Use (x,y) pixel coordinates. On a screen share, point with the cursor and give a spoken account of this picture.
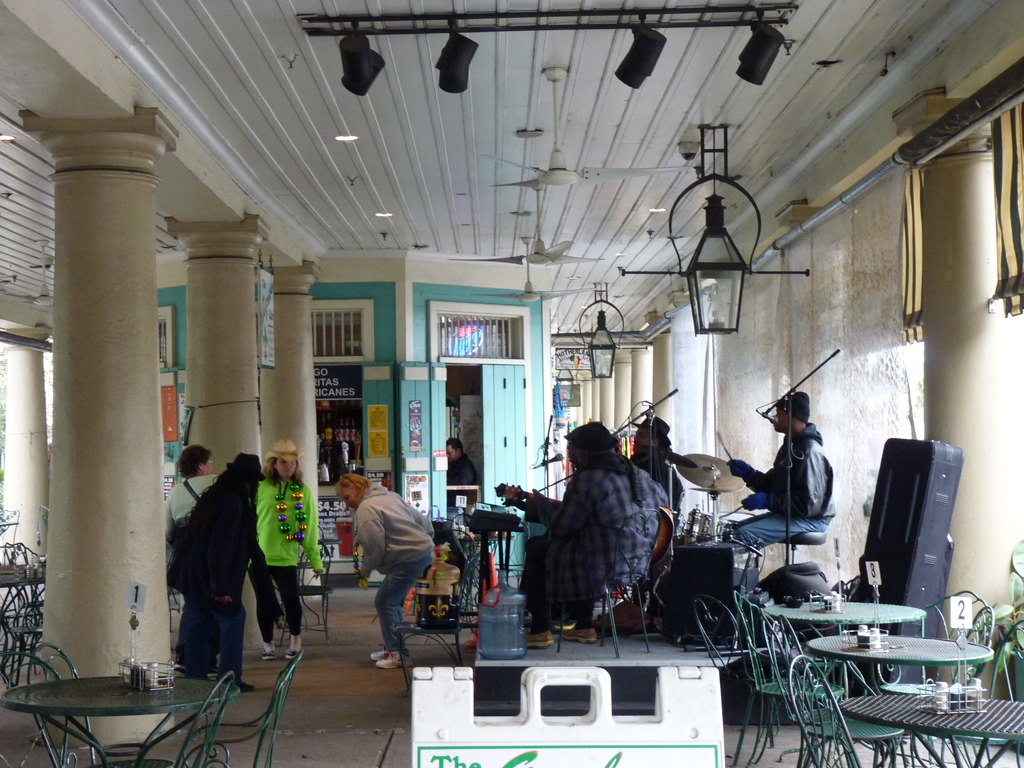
In this image there are few people (607,501) who are playing the musical instruments (699,513), while the other people (234,525) are standing in front of them. At the background (371,419) there is door (365,423) and the store (377,416). At the top (546,114) there is ceiling (391,171) which has fans (550,180) and lights (454,73) to it. To the left side (96,717) there are pillars (94,424), tables (70,688) and chairs (24,616) which are at the backside of the people (181,475) who are standing.
